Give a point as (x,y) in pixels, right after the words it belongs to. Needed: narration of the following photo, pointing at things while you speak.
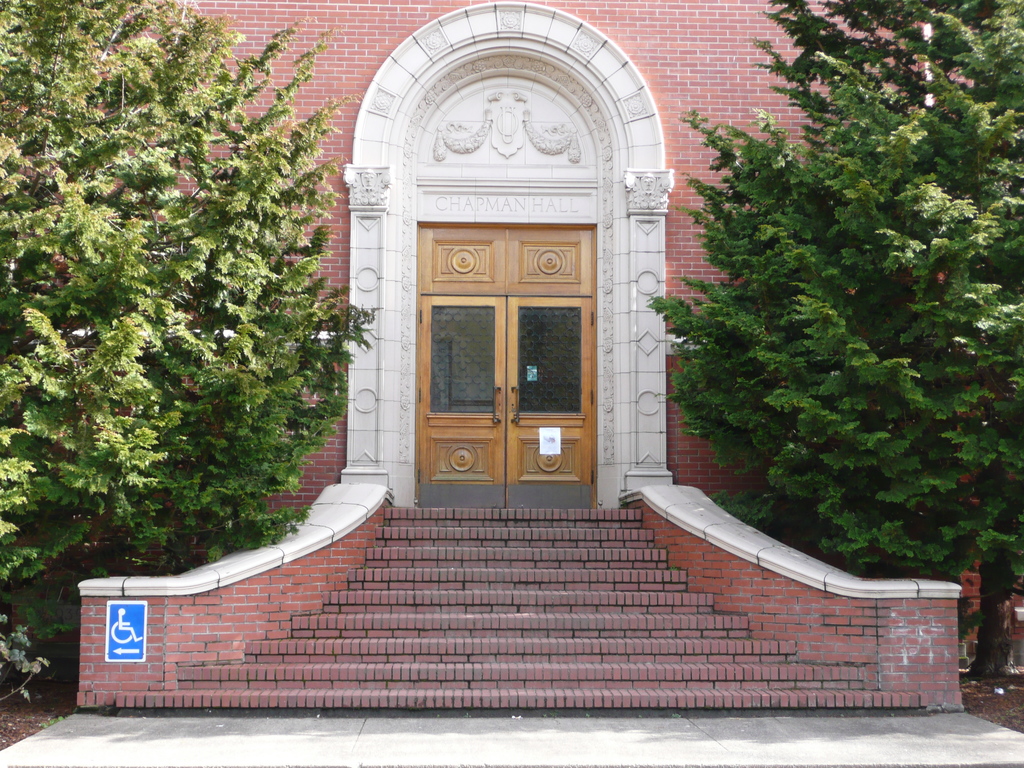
In this image we can see a building (517,228) with wooden doors (486,240) and we can see steps (494,654). There is a sign board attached to the wall (185,600) and we can also see two trees (279,382).
